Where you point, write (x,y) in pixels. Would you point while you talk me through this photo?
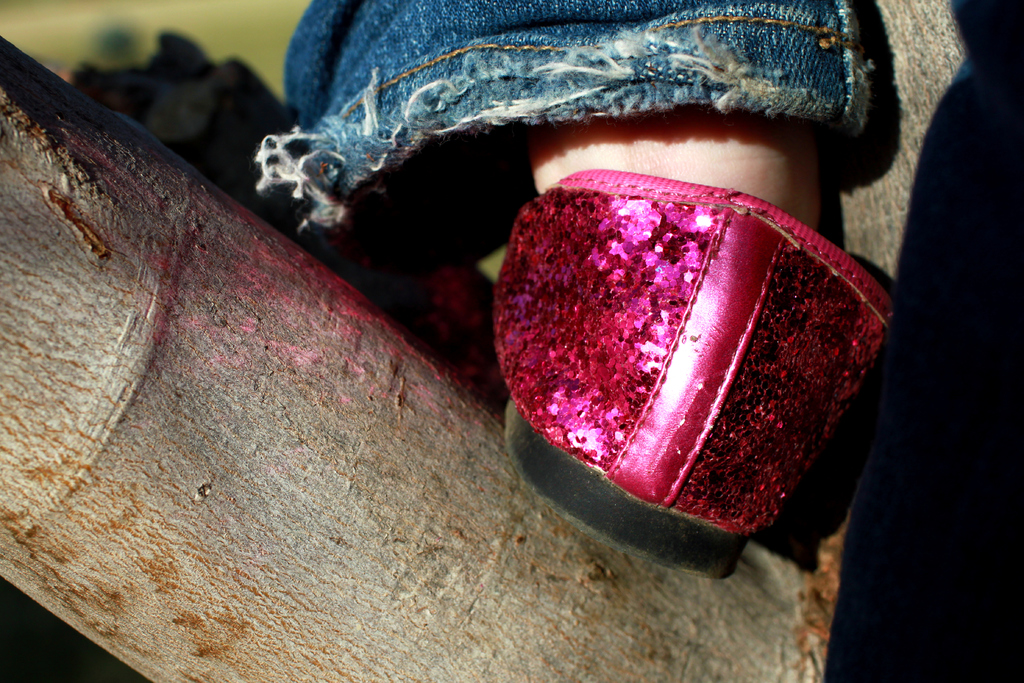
In this image we can see a foot (658,141) on the branch (500,483) of a tree (395,463), we can see a pant (292,101), shoe (582,400), and the background (252,60) is blurred.
